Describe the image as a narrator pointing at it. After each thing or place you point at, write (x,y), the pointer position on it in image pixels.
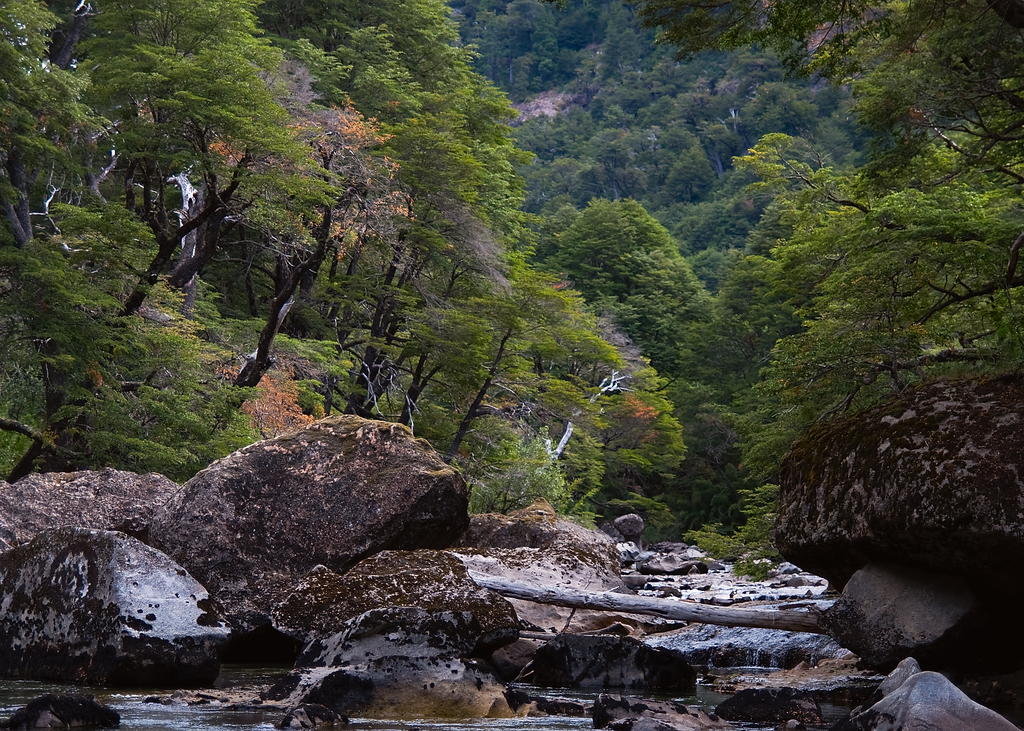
In this image I can see number of trees (429,354) and I can also see stones (521,564).
